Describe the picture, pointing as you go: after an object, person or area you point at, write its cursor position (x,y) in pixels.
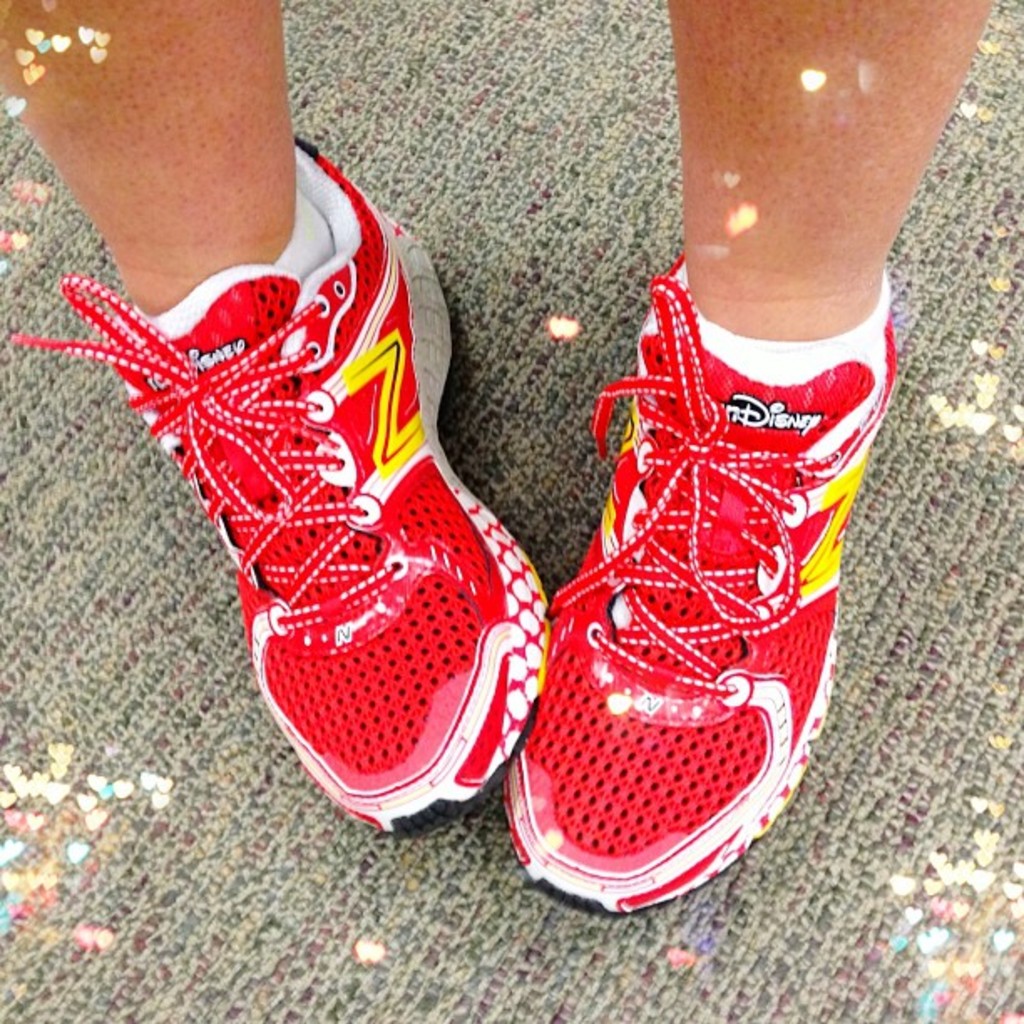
In the middle of this image (371,380), there is a person (700,327) wearing red, white and yellow color combination shoes (387,325). And placing both his feet (336,493) on a surface (871,665).
